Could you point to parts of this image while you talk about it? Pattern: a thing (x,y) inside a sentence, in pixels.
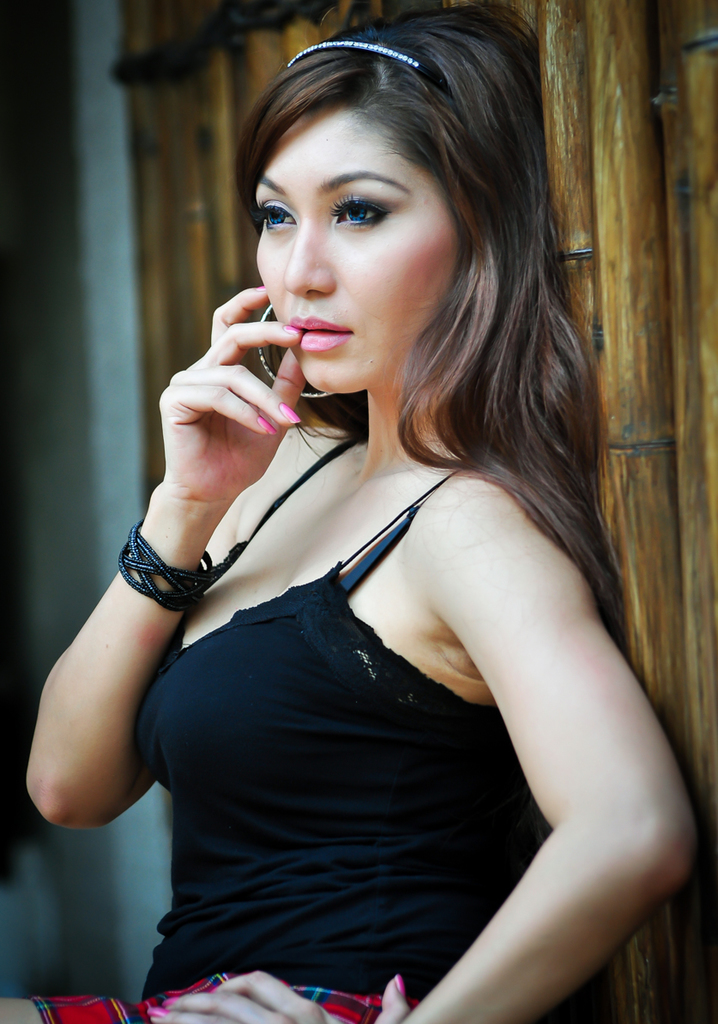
In this image we can see a lady (394,858) wearing a black dress (389,718). In the background (619,219) we can see a fence (616,138).
